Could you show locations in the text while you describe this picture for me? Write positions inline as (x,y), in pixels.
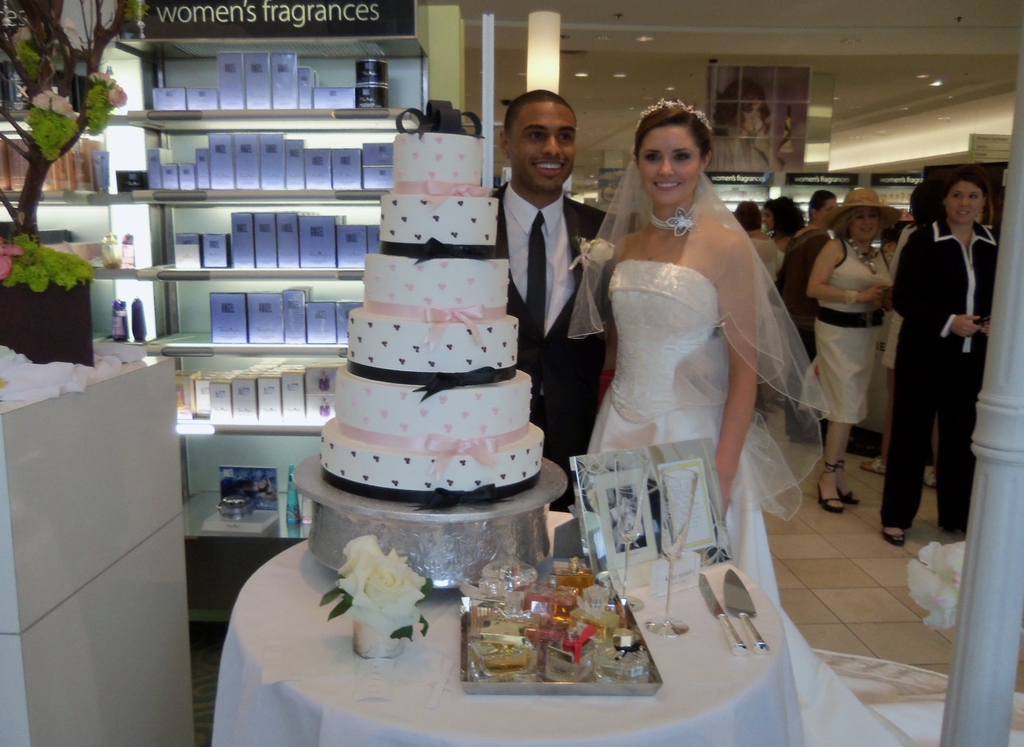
In this image in the front (570,670) there is a table (574,703), on the table (574,703) there are glasses (669,556), there is a cake (467,380) and there are a knife (729,627) and a server (739,613), there is a photo frame (619,558) and there is a flower (380,592). In the center (568,254) there are persons (588,257) standing and smiling. In the background (985,234) there are group of persons (984,234) standing and there is a shelf (321,140) and on the shelf (279,197) there are boxes (249,140) and there is some text (271,24) written on the top of the shelf (148,38). On the left side (51,264) there is a plant (45,153) in the pot (68,299) and on the right side (972,510) there is a pillar (980,595).
